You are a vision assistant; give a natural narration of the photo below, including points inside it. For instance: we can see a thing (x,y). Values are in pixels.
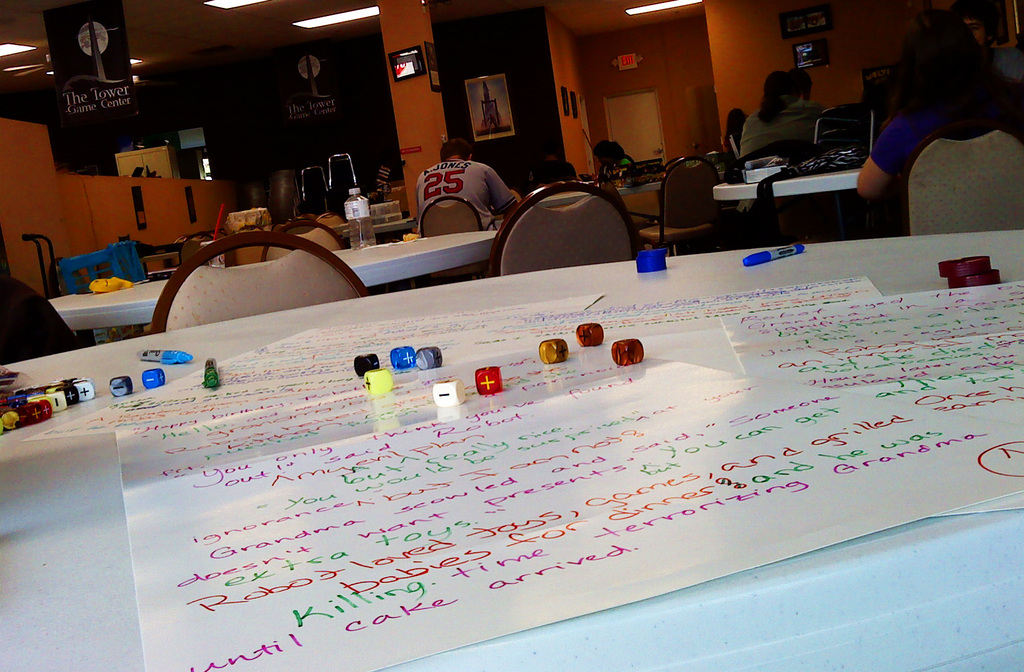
In the foreground (614,326) of the picture there are papers (357,418), dice like objects (369,386), pens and other objects (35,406) on a table (68,566). In the center of the picture (458,229) there are chairs (259,296), tables (110,296), bottle (363,218), backpack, people (503,204) and other objects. In the background (493,83) there are frames (475,119), pillars (427,73), lights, boards (98,63) and other objects (98,63).
